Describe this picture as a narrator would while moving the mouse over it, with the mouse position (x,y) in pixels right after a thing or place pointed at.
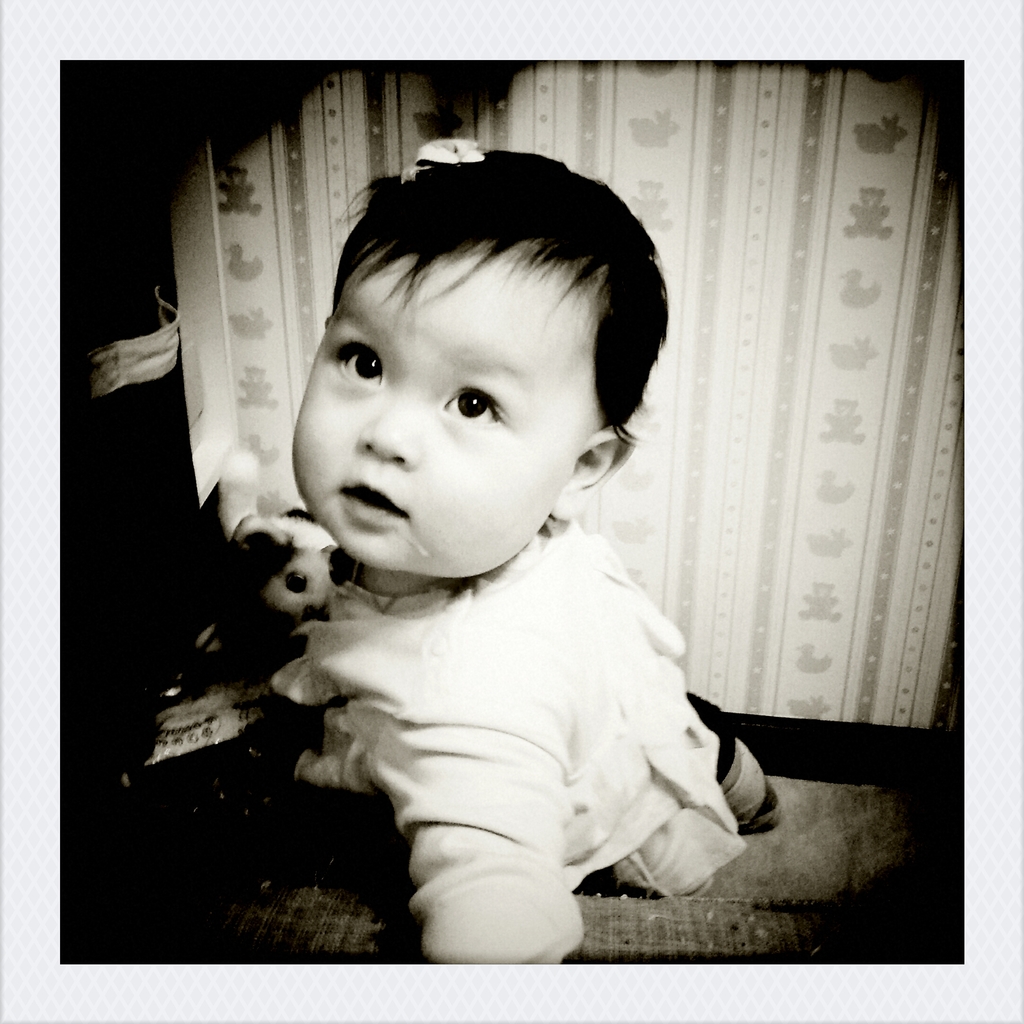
In the image we can see a baby (412,676), wearing clothes (471,743) and the corners of the image are dark.
